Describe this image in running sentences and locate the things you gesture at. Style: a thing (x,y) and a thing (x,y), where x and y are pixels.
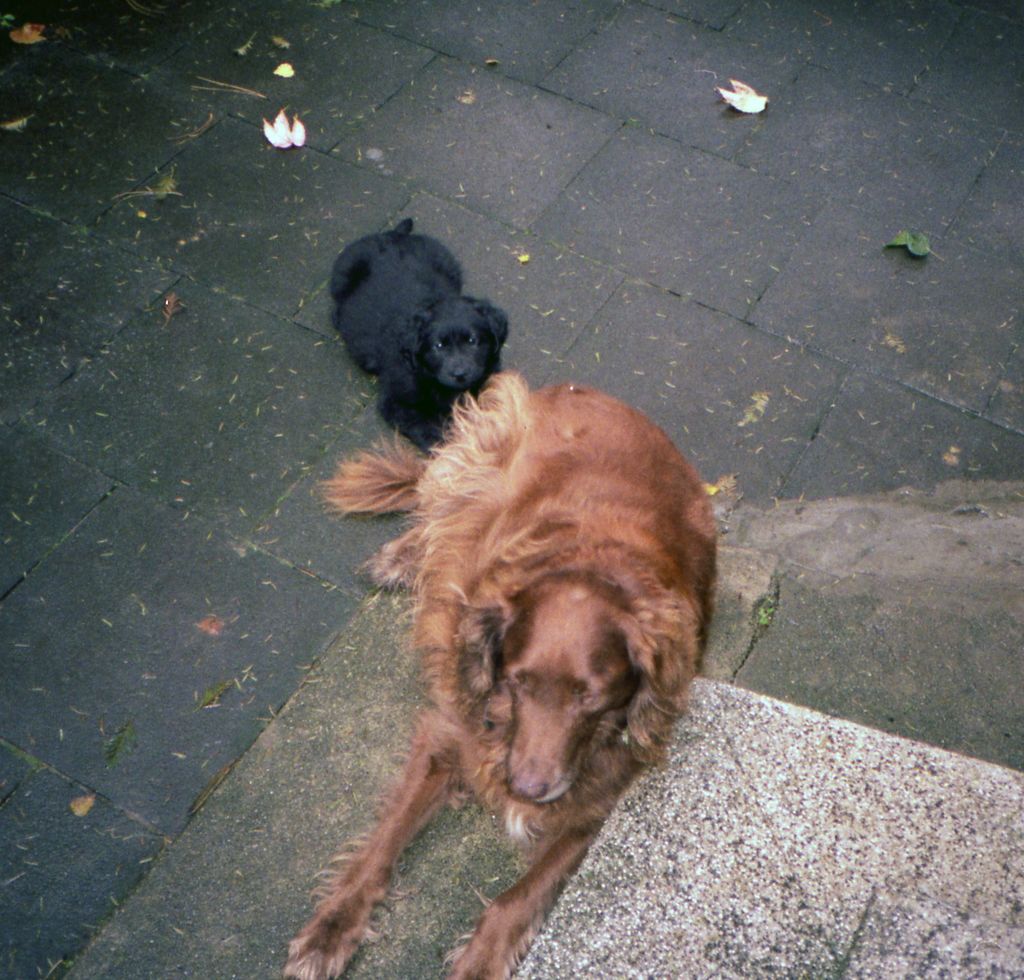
In this image in the center (467,427) there are two dogs (574,693) and in the background (378,215) there is a road (14,243).
